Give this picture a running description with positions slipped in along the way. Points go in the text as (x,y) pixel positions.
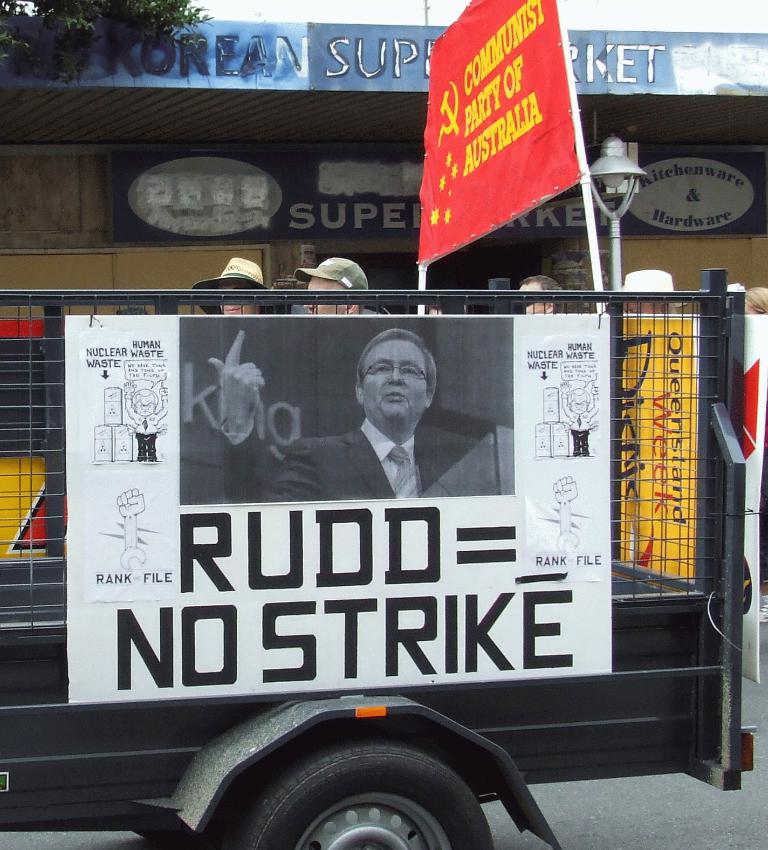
This picture is clicked outside. In the foreground (550,542) we can see a board (587,470) attached to the vehicle (724,538) and we can see the picture (303,401) of a person (302,451) and the text (338,586) is printed on the board (510,449). In the background (345,270) we can see the group of people (320,278), lamp (633,183) attached to the pole (615,241) and the text (507,50) on the boards (379,79) and a building (47,239) and we can see a tree (82,10).
